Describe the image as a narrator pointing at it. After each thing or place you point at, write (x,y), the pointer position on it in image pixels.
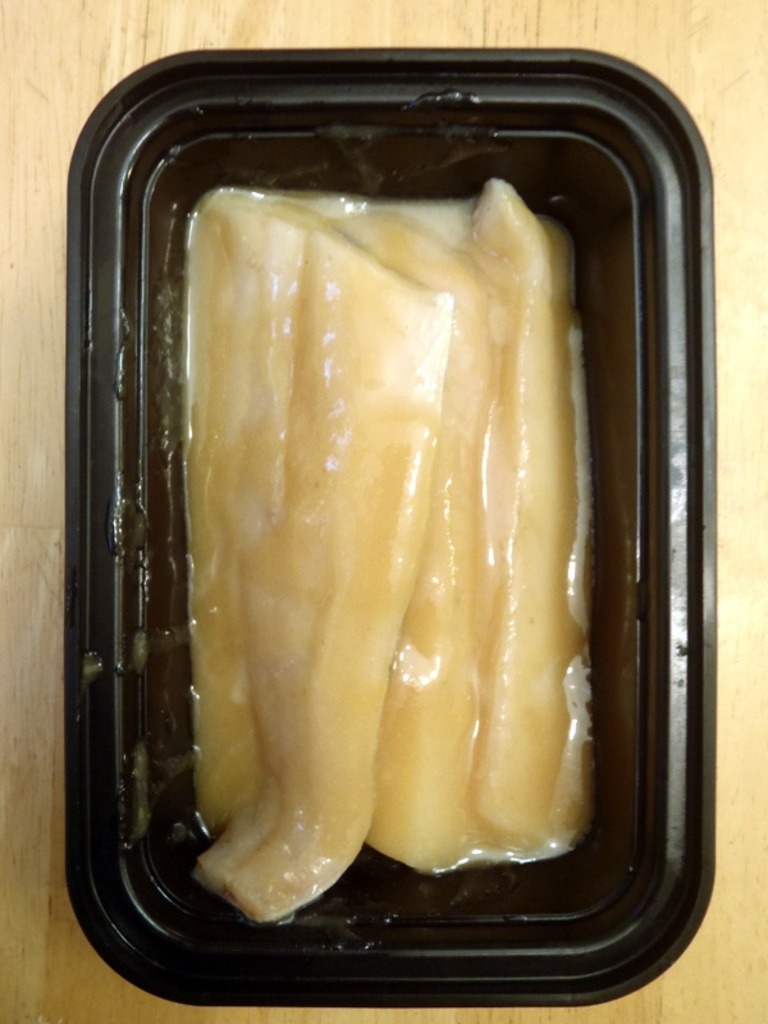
We can see food (265,514) in a black color box (190,721) on wooden surface (163,1021).
